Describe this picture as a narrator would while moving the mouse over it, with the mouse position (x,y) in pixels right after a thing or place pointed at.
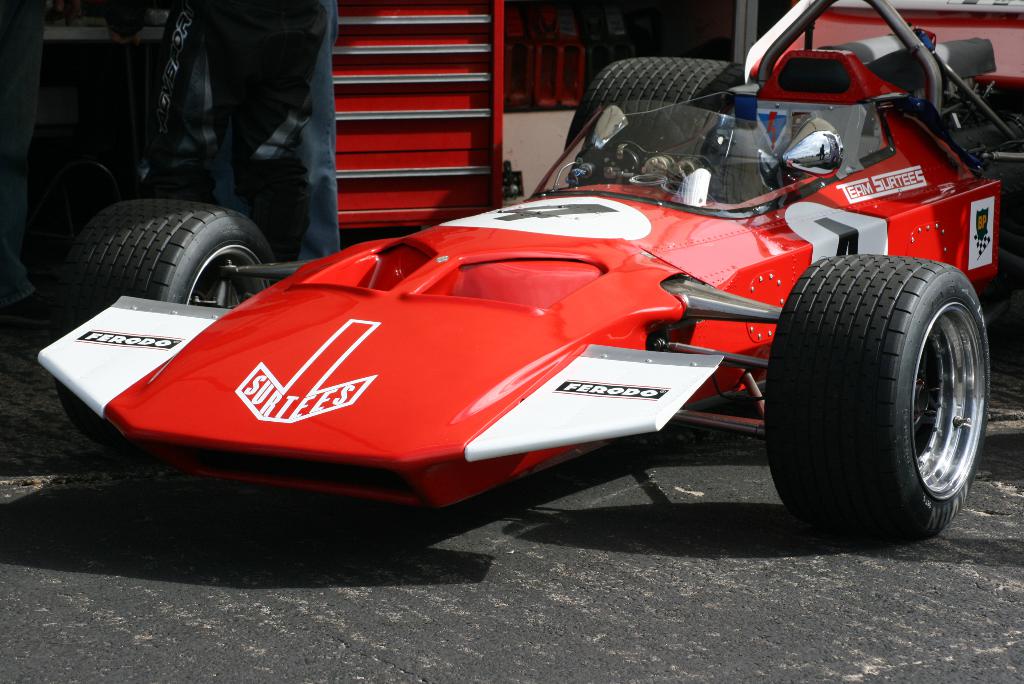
In this image, we can see a racing car (516,319) which is colored red. There are drawers (434,159) at the top of the image (416,51).
